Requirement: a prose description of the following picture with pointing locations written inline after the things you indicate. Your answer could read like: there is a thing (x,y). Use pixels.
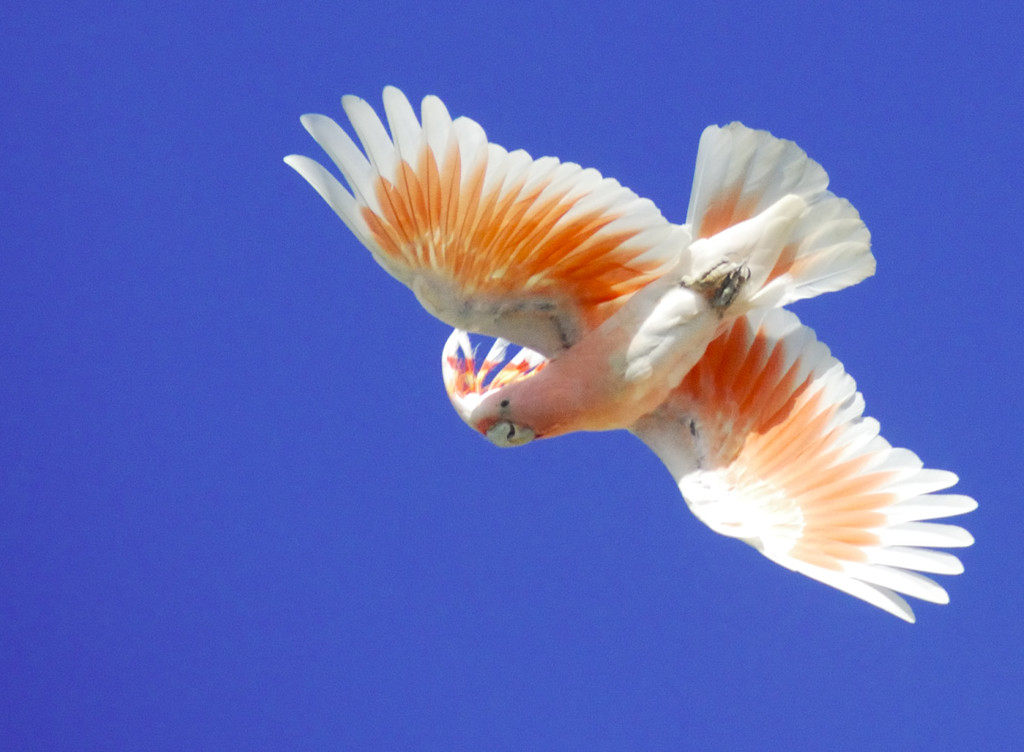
In this picture we can see a bird (418,277) flying in the sky (128,485).
